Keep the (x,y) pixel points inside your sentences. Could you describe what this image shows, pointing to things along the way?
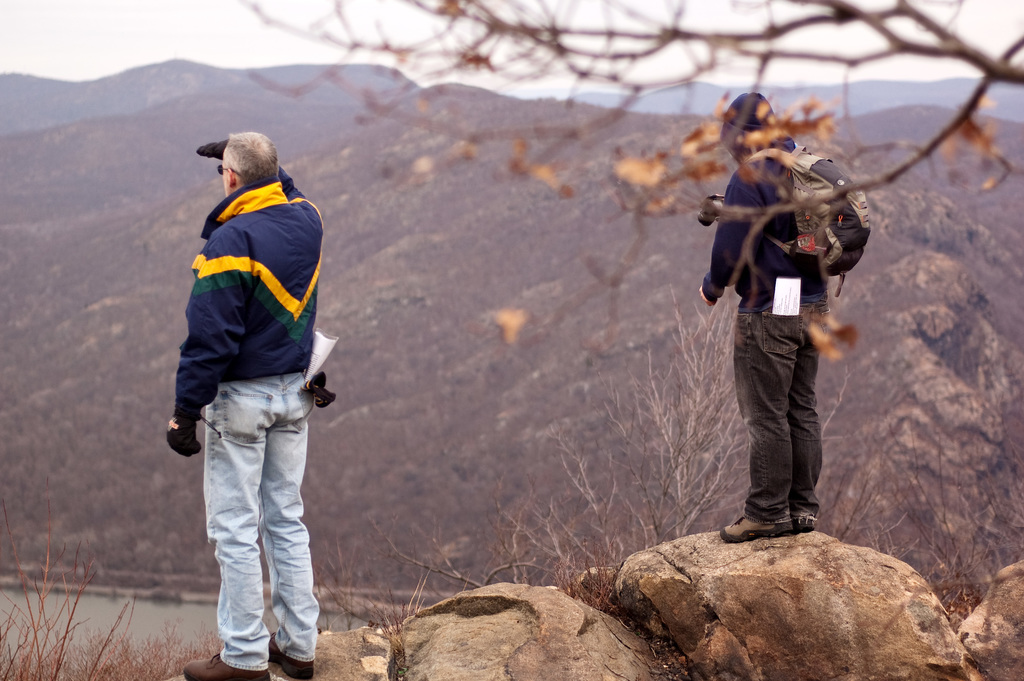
In this image i can see 2 persons (267,195) standing on rocks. In the background (935,286) i can see mountains (210,178), trees (114,172) and the sky (165,23).
